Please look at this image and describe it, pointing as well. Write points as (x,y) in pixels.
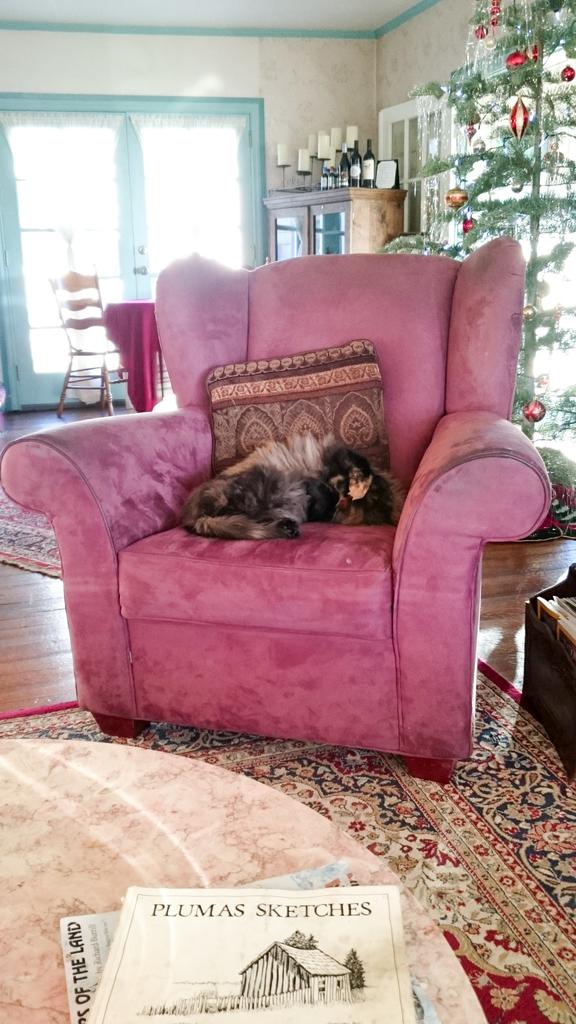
In this picture there is a animal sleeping in the couch (382,358) with a pillow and there is a carpet (443,797) on the floor (481,863). Behind there is a Christmas tree (471,105) and the window (193,176).
